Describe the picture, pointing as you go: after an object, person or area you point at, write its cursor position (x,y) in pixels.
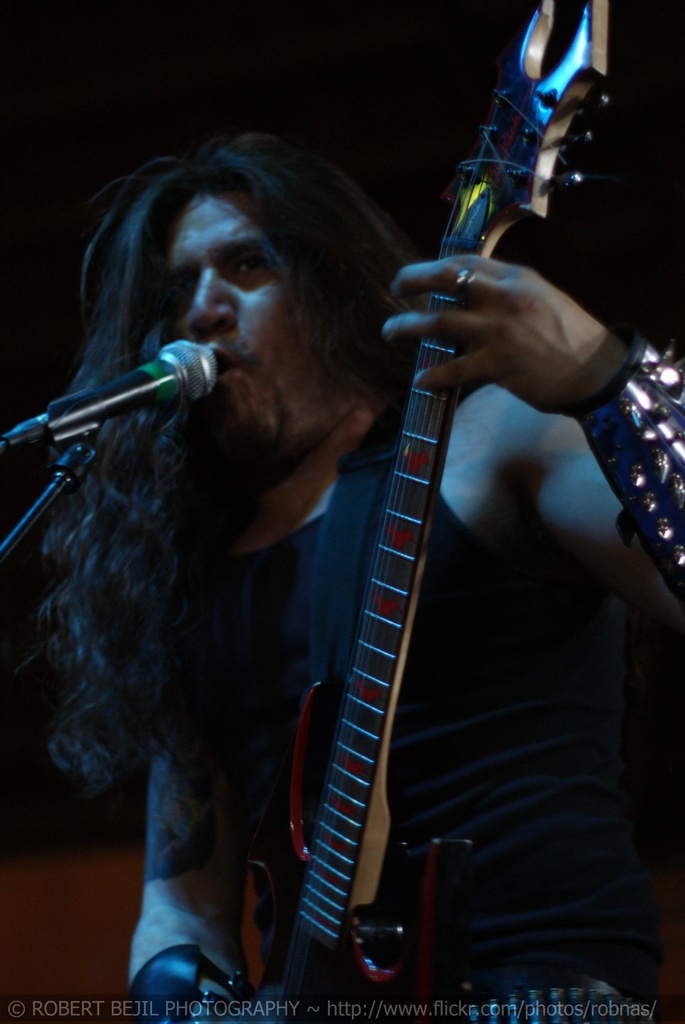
In this picture, There is a man (551,774) standing and holding a music instrument (351,834) and in the left side (197,392) there is a microphone (134,389) which is in black color and the man (253,383) is singing in the microphone (121,391).
